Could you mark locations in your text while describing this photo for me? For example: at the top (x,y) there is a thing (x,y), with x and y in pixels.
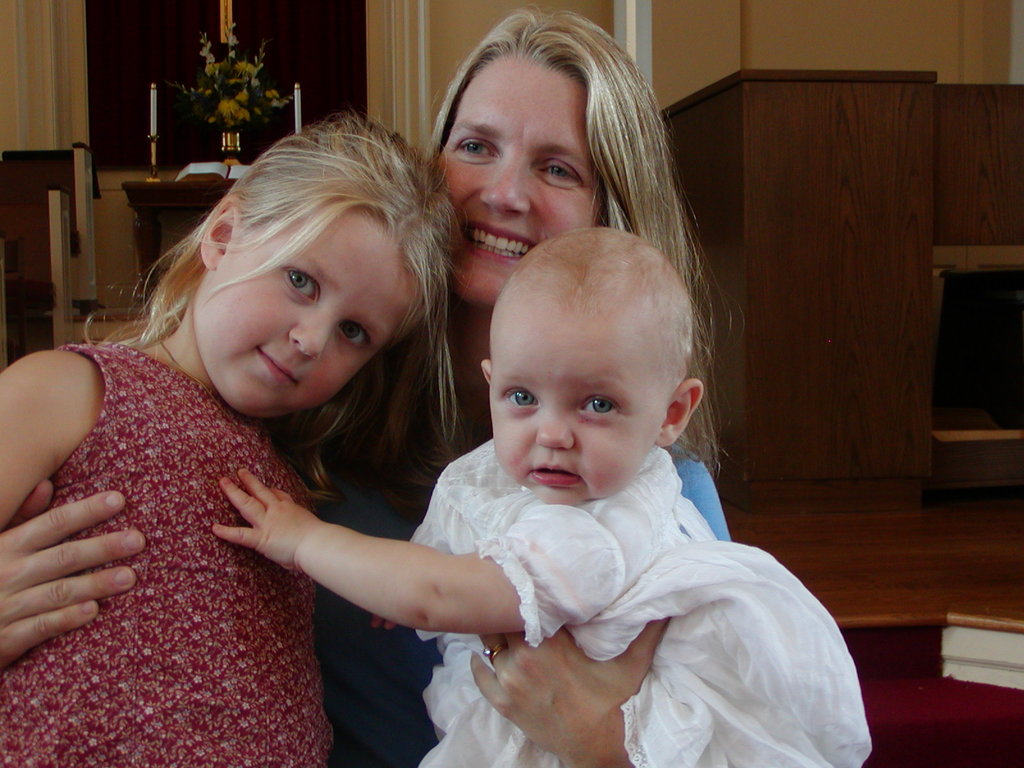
In the foreground of this picture (221,490), there is a woman (467,246) and two kids (571,431). In the background (237,165), there is a table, wall (776,30), flower vase (259,88), candles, book (225,169) and the curtain (132,139).
